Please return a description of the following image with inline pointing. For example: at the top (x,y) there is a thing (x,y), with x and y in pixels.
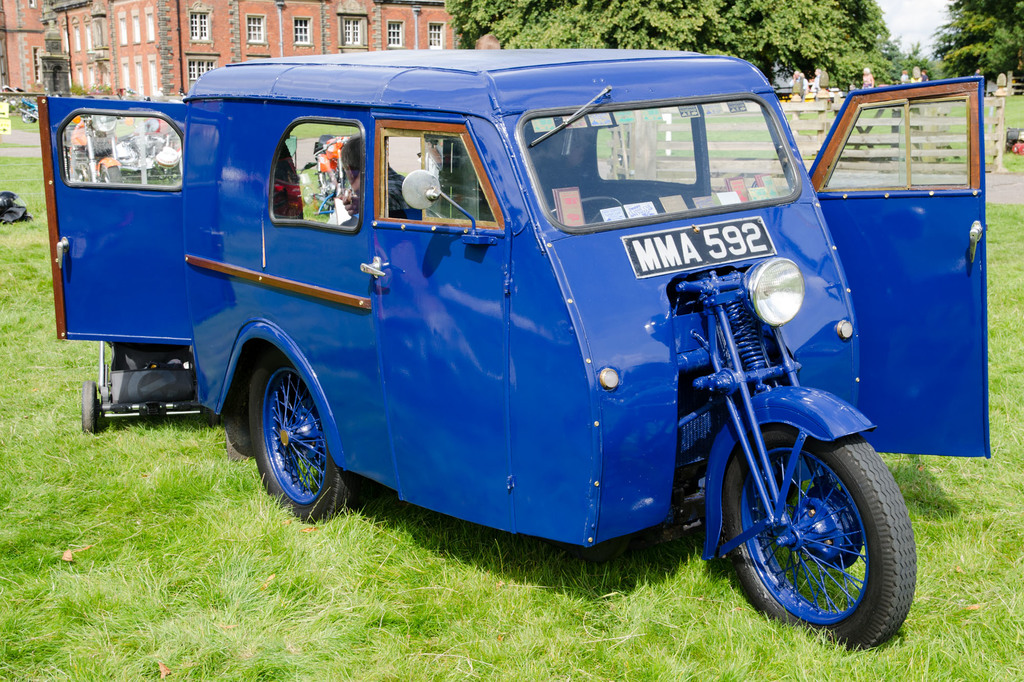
In this image I can see a vehicle (523,357) which is blue and brown in color and some grass (418,578) on the ground (418,578). In the background (766,33) I can see few other vehicles (139,166), the wooden railing (844,149), few trees (559,34), few buildings (225,51) and the sky (908,21).
